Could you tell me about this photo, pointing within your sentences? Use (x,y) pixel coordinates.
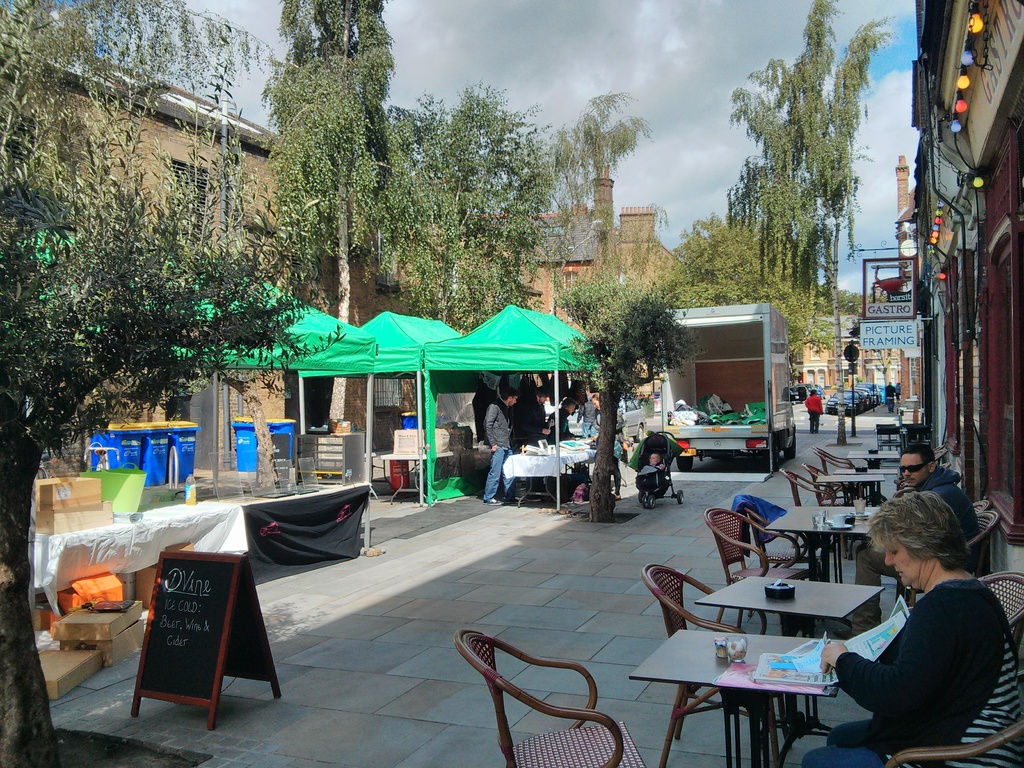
In the image we can see there are people (917,612) who are sitting on chair (938,749) and there are lot of trees (371,221) in the area and there is a tent (511,346) in which people (596,417) are standing.
